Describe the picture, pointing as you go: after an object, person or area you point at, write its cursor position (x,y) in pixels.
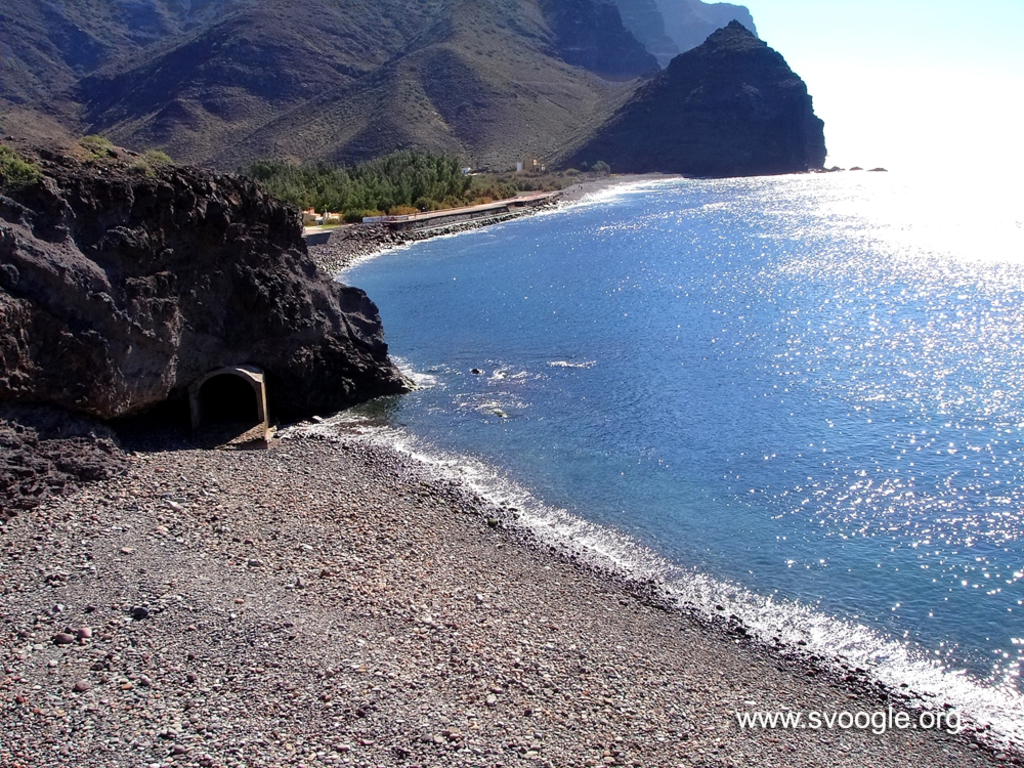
On the right corner of the picture (772,461), we see water (664,502) and this water (726,319) might be in a sea (797,391). Beside that, there are trees (386,186) and hills (447,147). At the top of the picture (841,63), we see the sky (873,93) and the sun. At the bottom of the picture (323,605), we see the stones (369,455). It is a sunny day.
